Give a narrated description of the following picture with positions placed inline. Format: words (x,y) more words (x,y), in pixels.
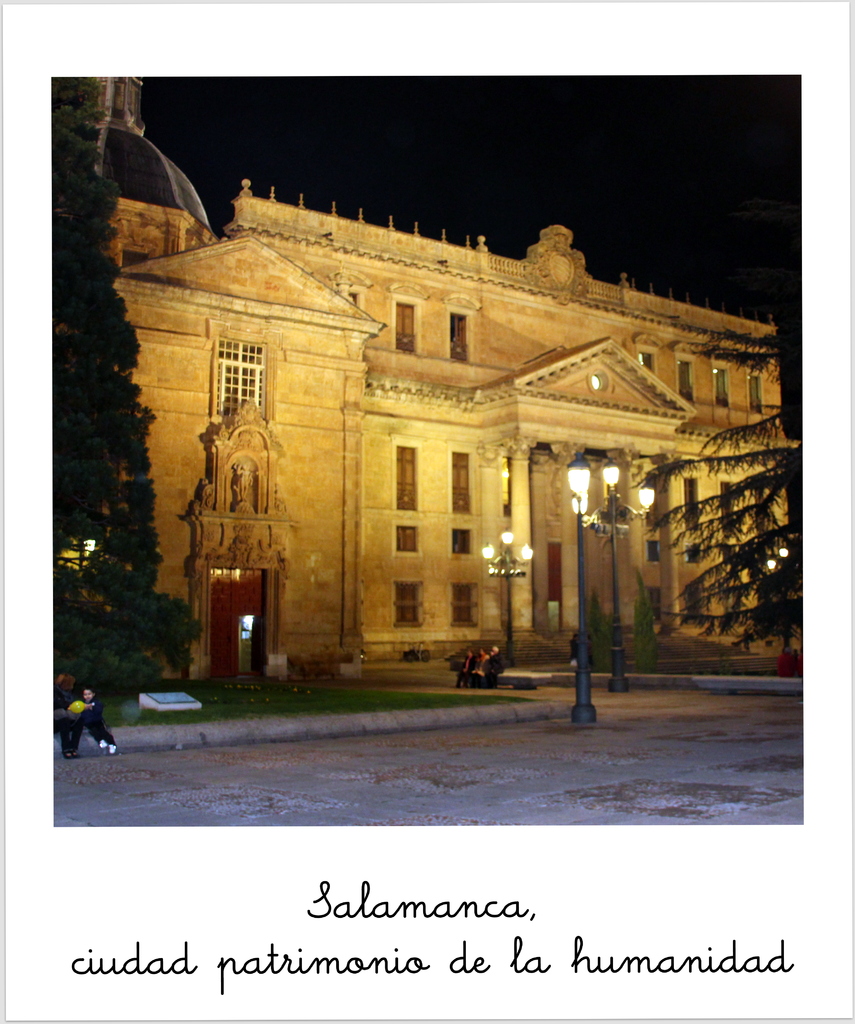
In the foreground of this image (328,962), on the bottom (383,964), there is some text (623,950). In the image, there is pavement (560,756), light poles (511,557), grass (296,699), few persons (90,704) sitting, trees (119,528), building (637,442) and the dark sky (490,236).
